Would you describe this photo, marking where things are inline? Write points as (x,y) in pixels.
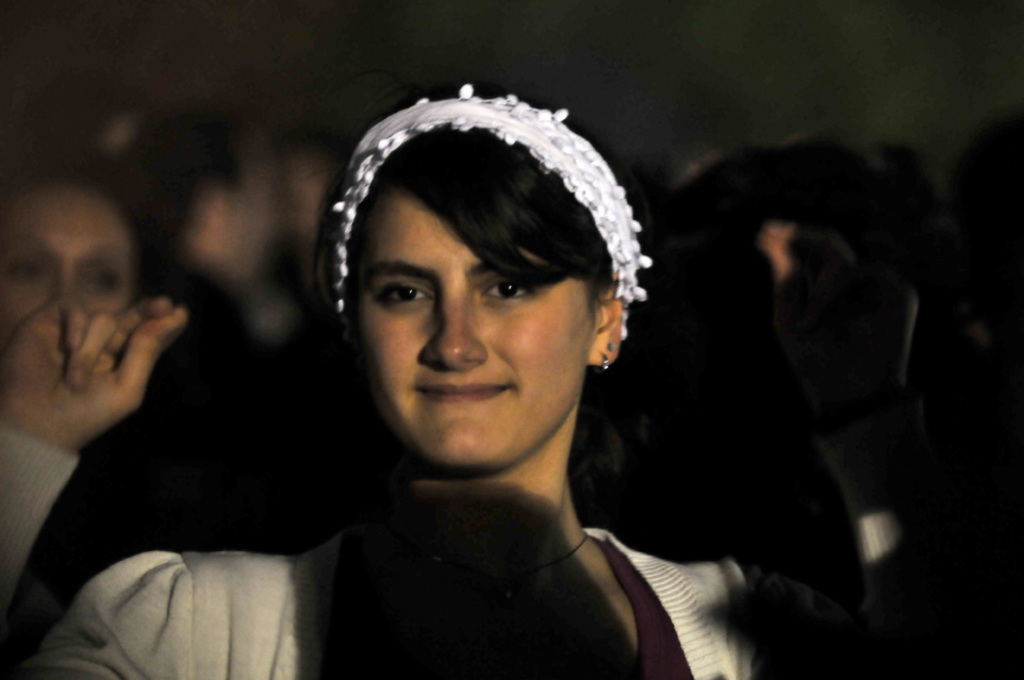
In this picture we can see a woman (603,429), she is smiling and in the background (355,511) we can see people (236,306) and it is dark.
